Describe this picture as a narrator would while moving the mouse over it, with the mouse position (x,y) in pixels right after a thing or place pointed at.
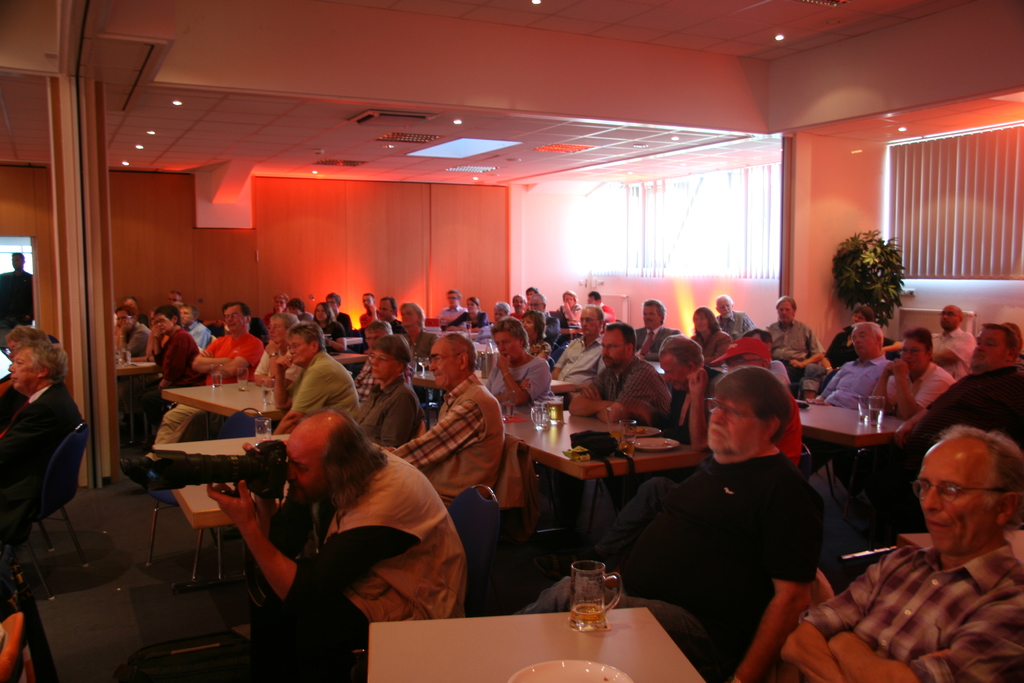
In this picture there a group of people (275,552) sitting and there is a plant (869,291) behind them in front of them is a table (621,644) and glasses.
